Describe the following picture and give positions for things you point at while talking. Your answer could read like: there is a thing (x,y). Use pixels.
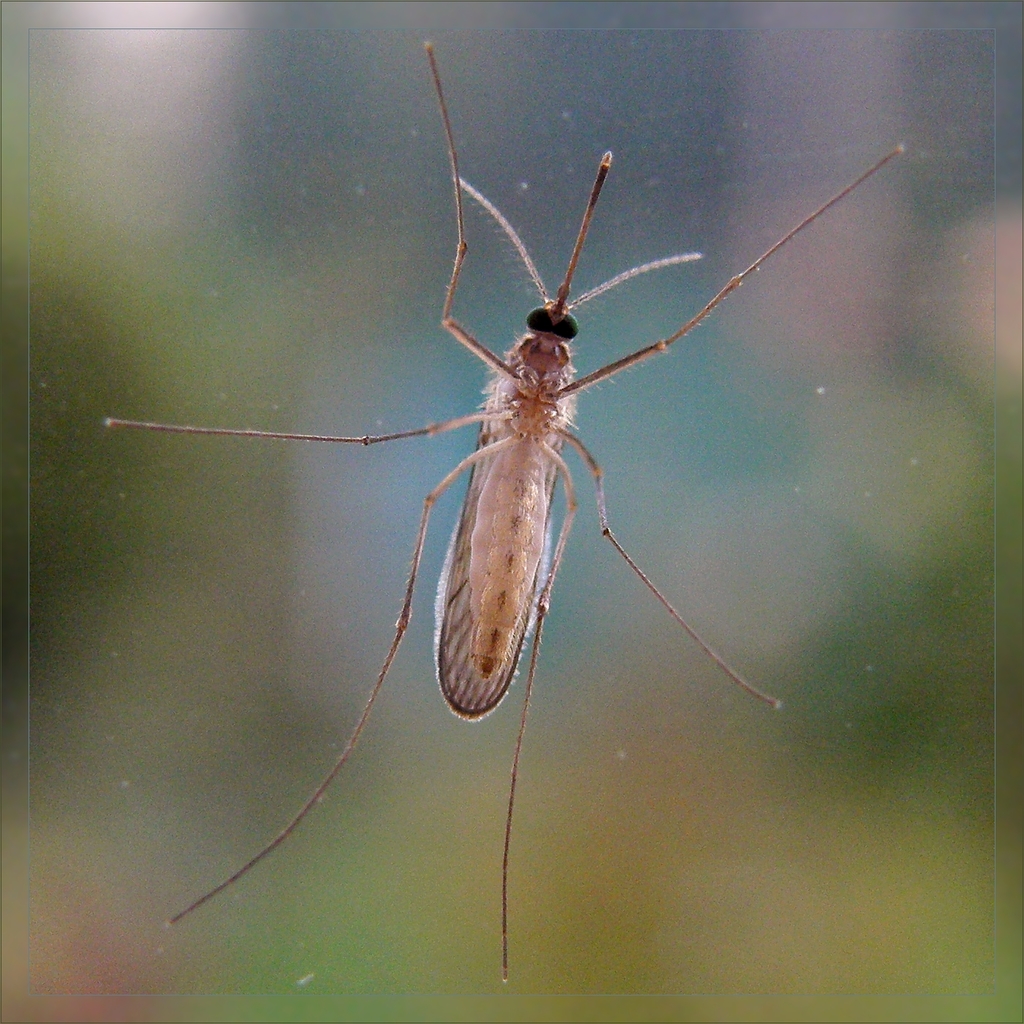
In the center of the picture (455,579) we can see a mosquito (442,597) on the glass (421,422). The background (300,402) is blurred.
